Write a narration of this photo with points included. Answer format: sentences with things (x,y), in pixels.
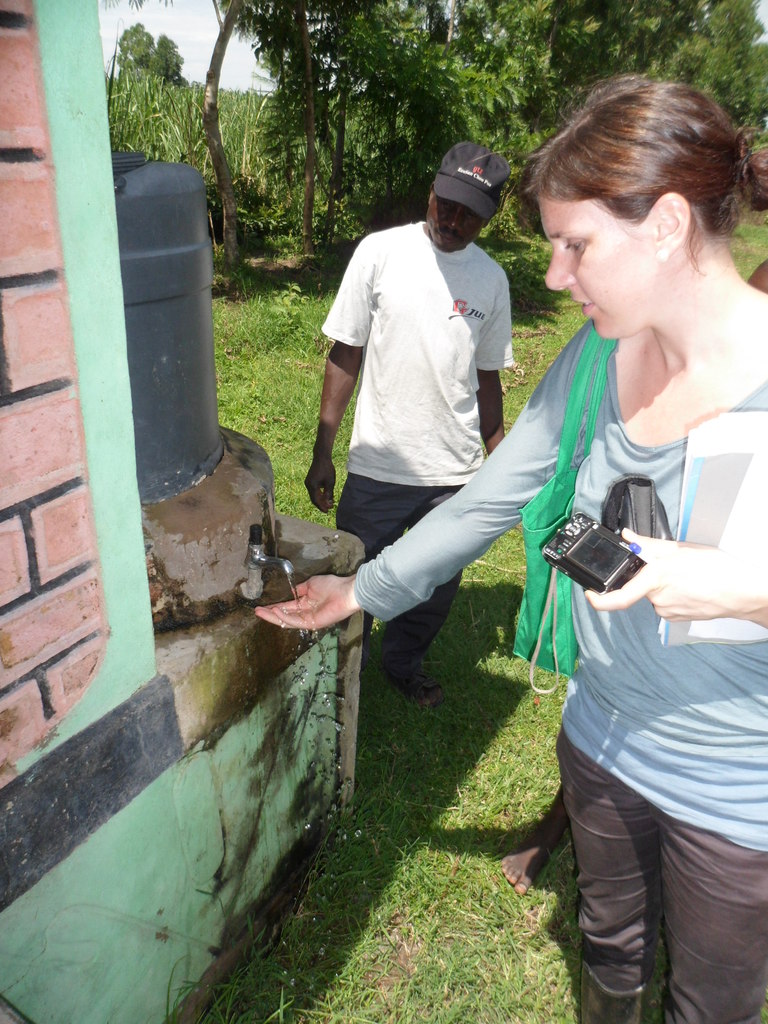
In this image we can see people (599,617), wall (127,872), water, tap (245,593), water tank (156,479), and grass (279,435). In the background (303,93) there are trees (280,86) and sky (242,59).
